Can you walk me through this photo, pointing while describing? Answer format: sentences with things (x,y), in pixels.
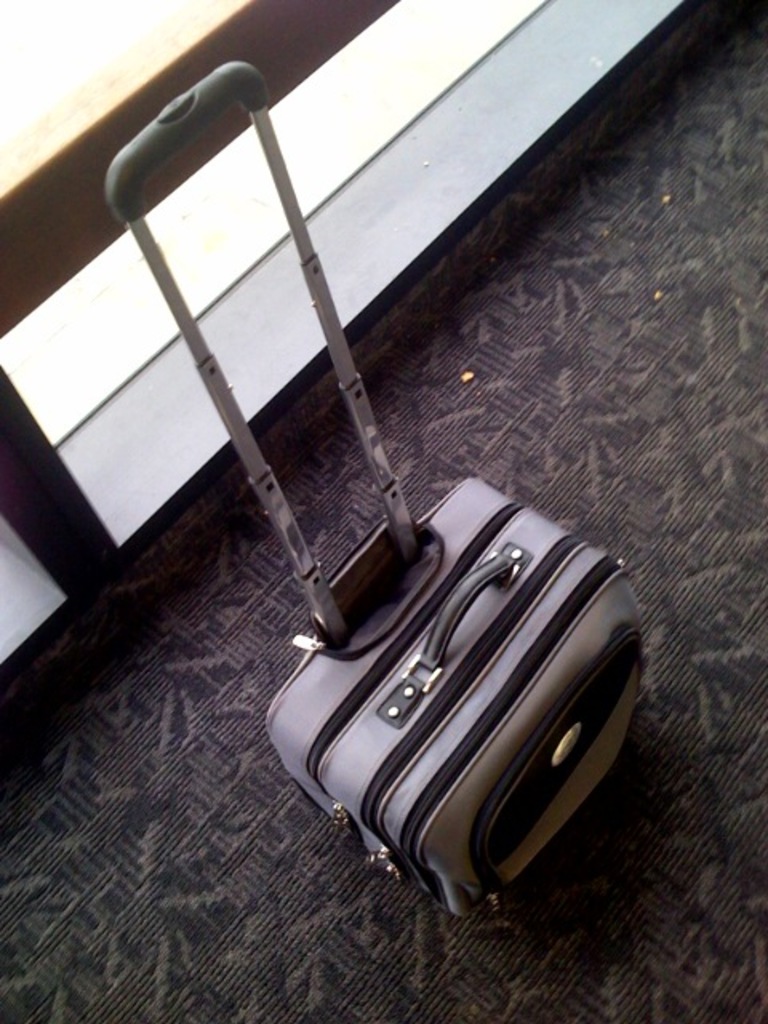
A trolley luggage bag (390,608) with its handle (366,434) fully pulled is shown in the picture.
